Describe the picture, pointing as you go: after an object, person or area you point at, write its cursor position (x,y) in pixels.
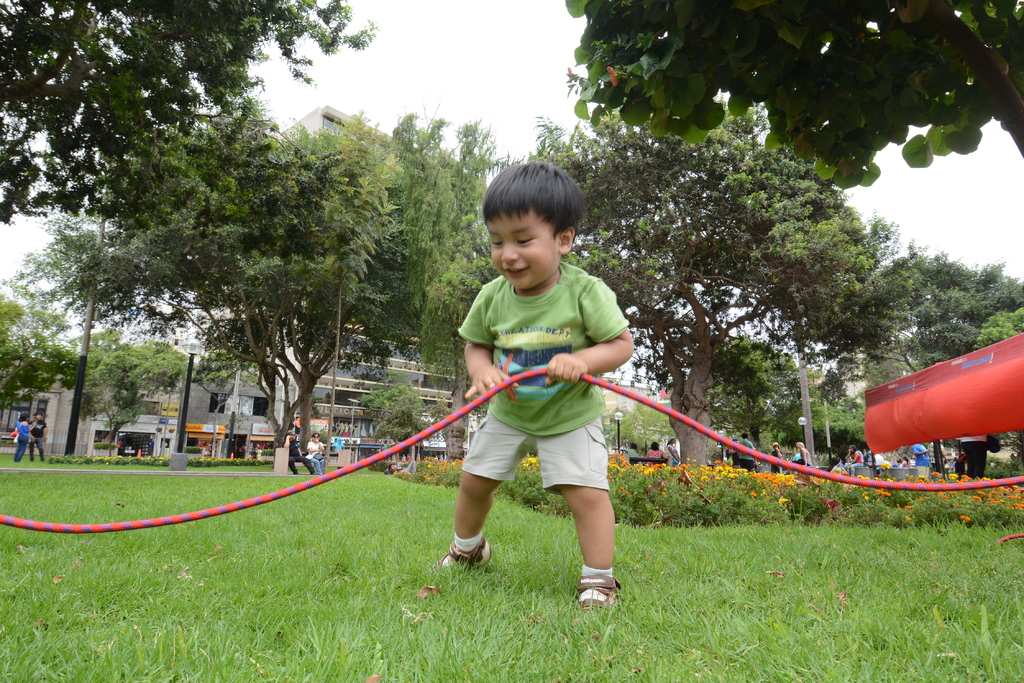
In this image I can see a boy (523,441) in green t shirt (523,359) holding a rope (517,376). In the background (296,456) I can see number of people (19,458), few of them sitting, standing. I can also see number of trees (458,221), a building (322,114) and plants (957,494).
